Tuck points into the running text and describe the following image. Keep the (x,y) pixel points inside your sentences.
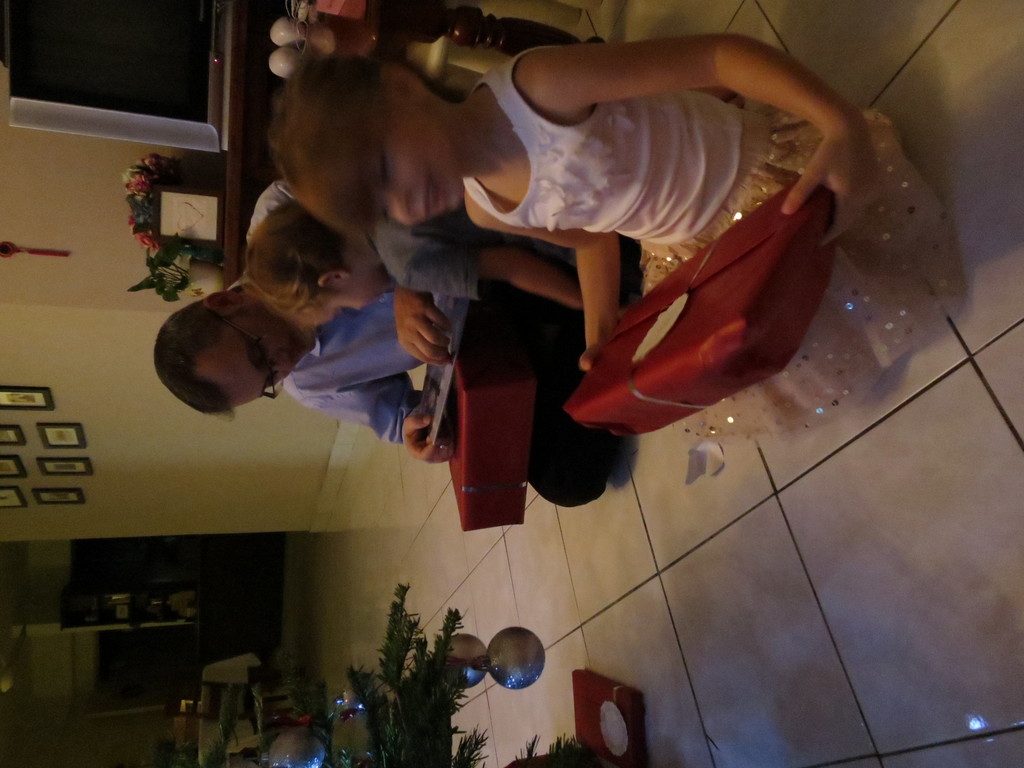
In this image I can see a man (564,338) and two children (656,241) on the floor (794,444). The man (390,313) is sitting on the floor (421,491) and holding some objects (447,392). Here I can see a Christmas tree (441,701), wall (314,489) which has photos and other objects (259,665) on the floor (374,614). I can also see the table (239,147) which has some objects (202,139) on it.
